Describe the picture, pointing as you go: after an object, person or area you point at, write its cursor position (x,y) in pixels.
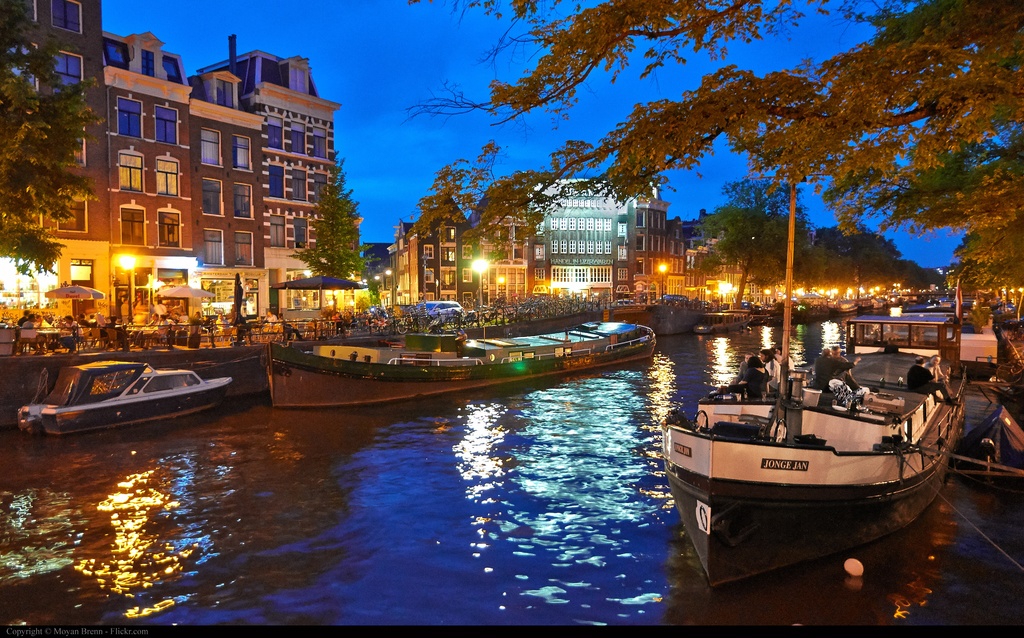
This picture is clicked outside. In the foreground (265,401) we can see the boats (142,381) in the water body (648,465) and we can see the umbrellas (56,296), tables (43,331) and group of persons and we can see the lights (537,290), buildings (400,268) and many other objects (952,297). In the background (436,89) we can see the sky (442,88) and trees (1022,167).
